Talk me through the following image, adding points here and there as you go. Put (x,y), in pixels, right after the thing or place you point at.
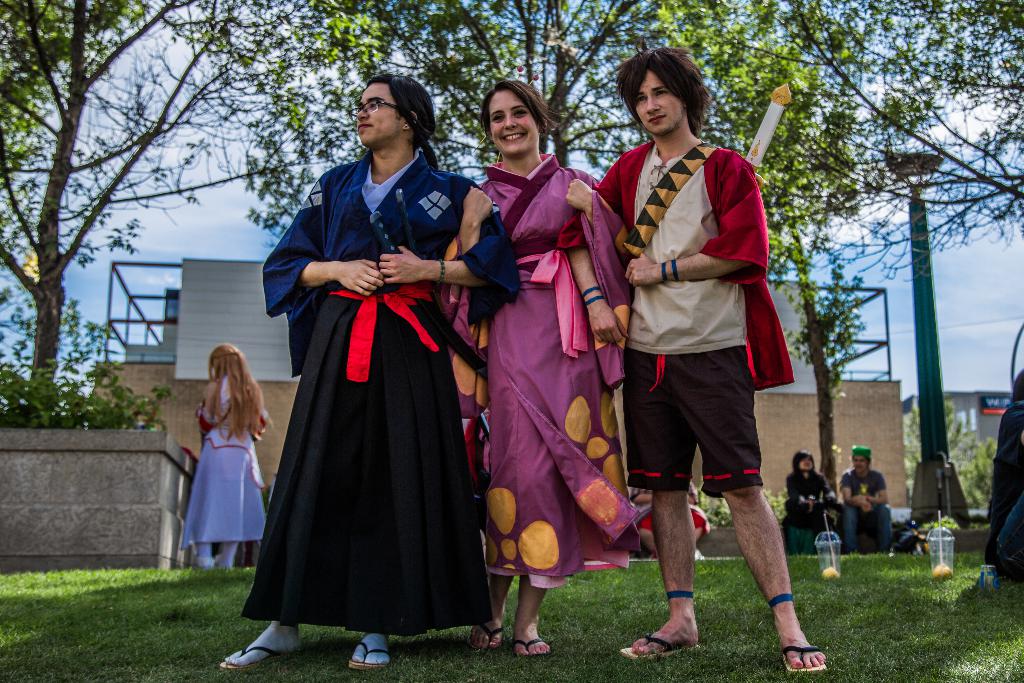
A beautiful woman (529,310) is standing, she is smiling on the right side (753,455) a man (656,460) is standing. Behind them there are few people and there is a building (783,489). These are the green trees (47,5).
